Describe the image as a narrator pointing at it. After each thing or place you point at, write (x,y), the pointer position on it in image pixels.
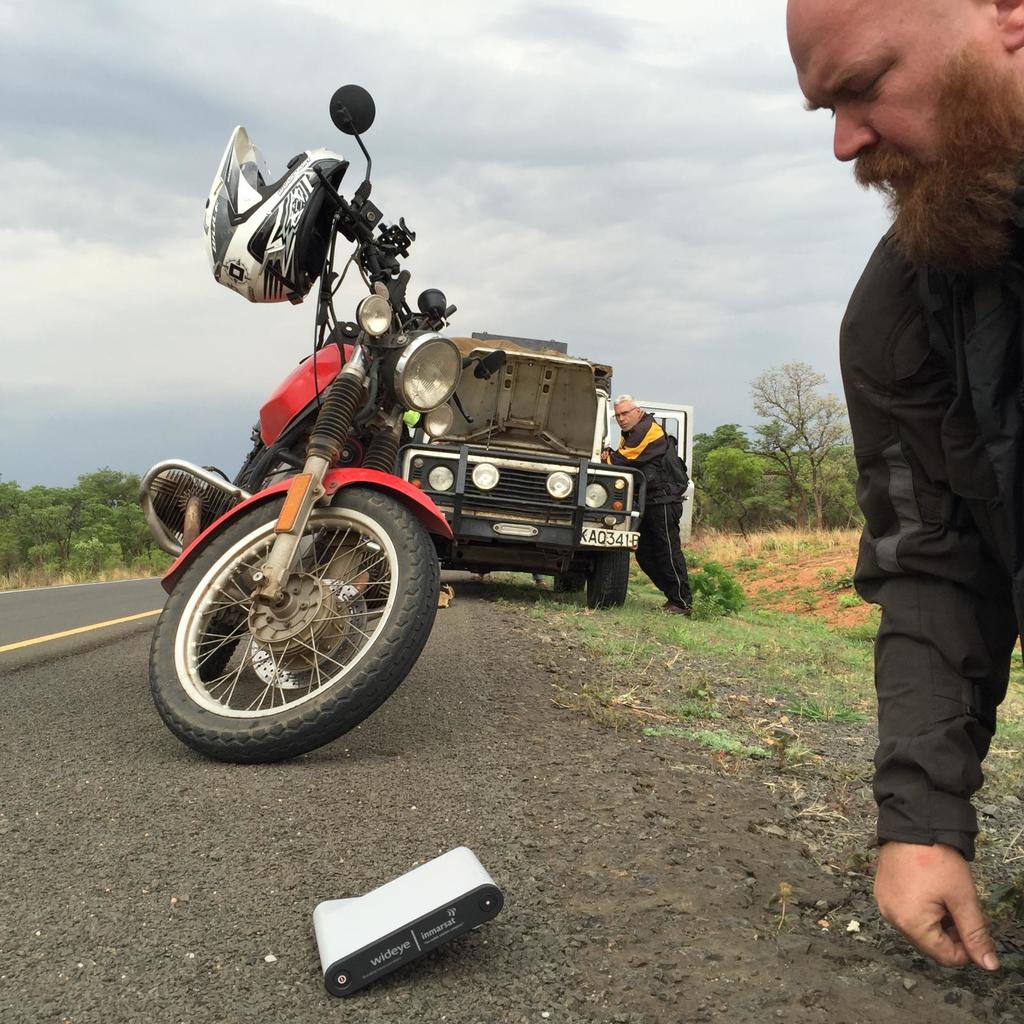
In this image I can see road (169,746) and on it I can see yellow line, a red colour motorcycle (278,532) and one more vehicle (598,471) in background (564,500). I can also see two men (654,494) and I can see both of them are wearing jackets (930,402). In background (197,392) I can see trees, cloudy sky (61,441) and I can see an object (397,882) over here. I can also see white colour helmet (260,190) over here.
